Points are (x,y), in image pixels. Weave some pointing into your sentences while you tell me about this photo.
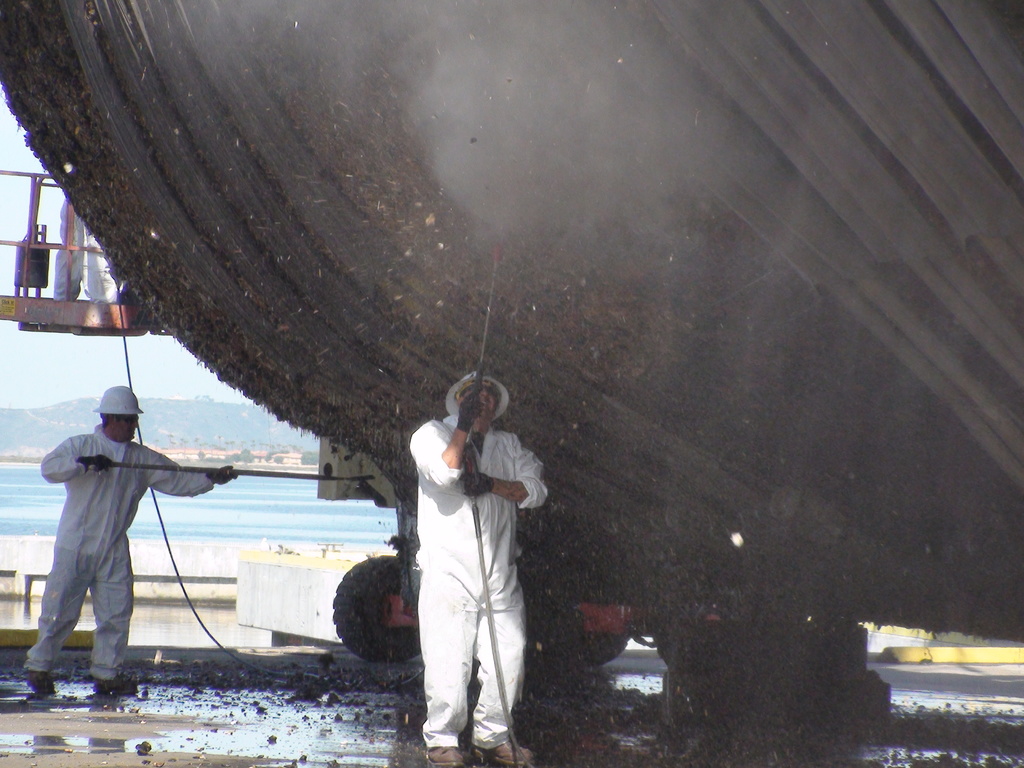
In this image we can see two men (503,531) are working on a big object (687,278). They are wearing helmets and uniform (52,604). At the bottom of the image (253,743), we can see the floor (277,741). In the background (274,520), we can see water (272,528), buildings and the sky (13,401). It seems like a vehicle (348,584) in the middle of the image (358,494).
